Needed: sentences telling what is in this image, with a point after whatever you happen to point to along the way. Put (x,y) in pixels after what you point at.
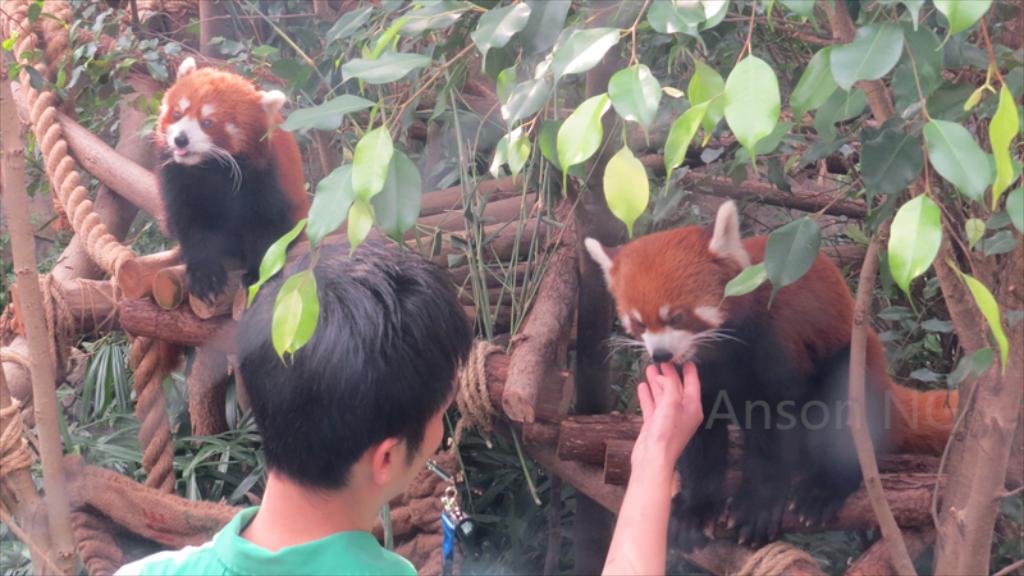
In this picture I can see a man (458,361) standing in front (332,539) and I see that he is wearing green color t-shirt (244,528). In front of him, I can see 2 animals (258,208) which are on the wooden sticks (155,288) and I can see the ropes (463,419) tied to the wooden sticks (511,243) and I can also see number of leaves (731,94).
